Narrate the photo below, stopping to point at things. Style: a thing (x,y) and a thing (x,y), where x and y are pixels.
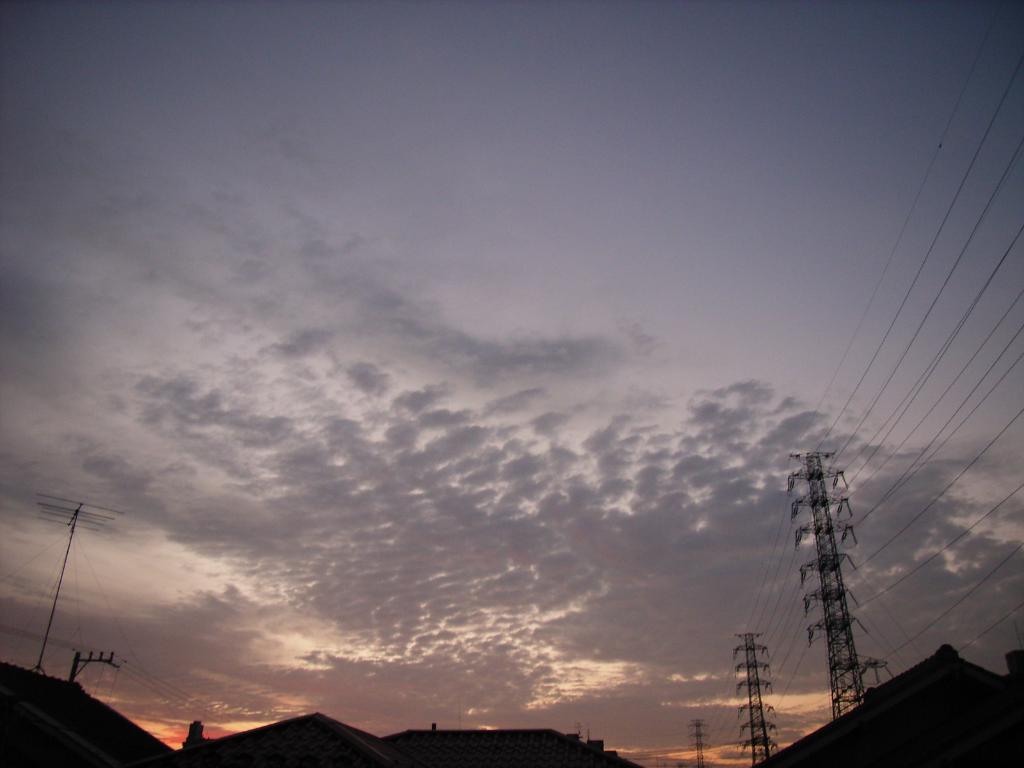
This is a landscape image where we can see some houses (108,762), current poles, wires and high tension poles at the bottom of the image (779,601), there are clouds (450,349) in the sky (752,558).
